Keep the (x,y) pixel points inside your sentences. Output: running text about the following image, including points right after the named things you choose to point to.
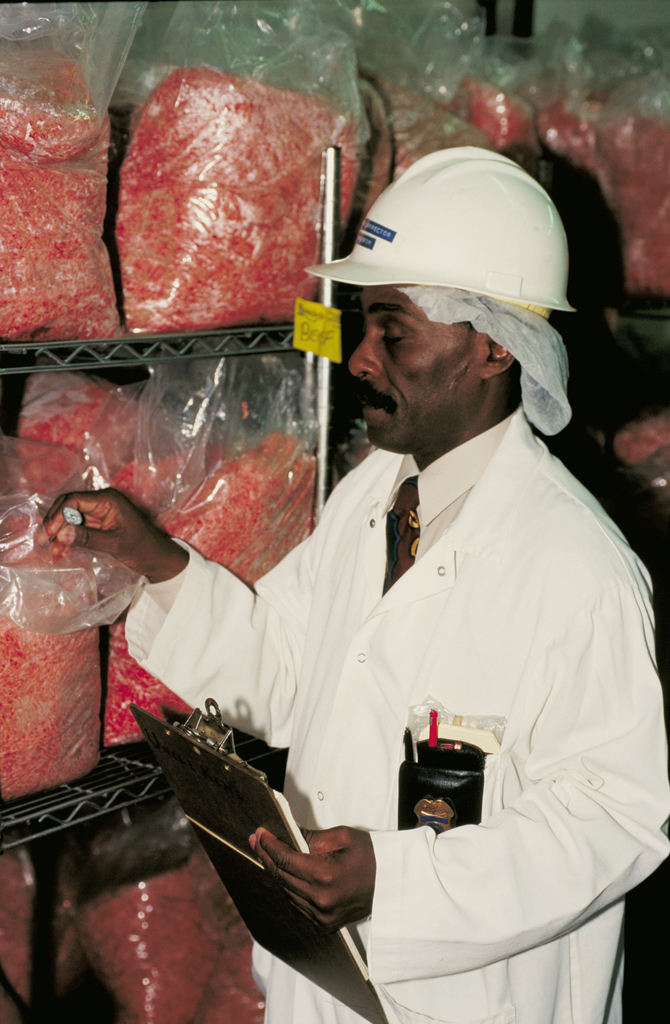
In the image in the center (417,682), we can see one person (366,818) standing and he is holding plank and he is wearing a hat (500,223), which is in white color. In front of him, we can see racks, one note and plastic cover (232,261). In the plastic covers (230,281), we can see some food products (257,517).
